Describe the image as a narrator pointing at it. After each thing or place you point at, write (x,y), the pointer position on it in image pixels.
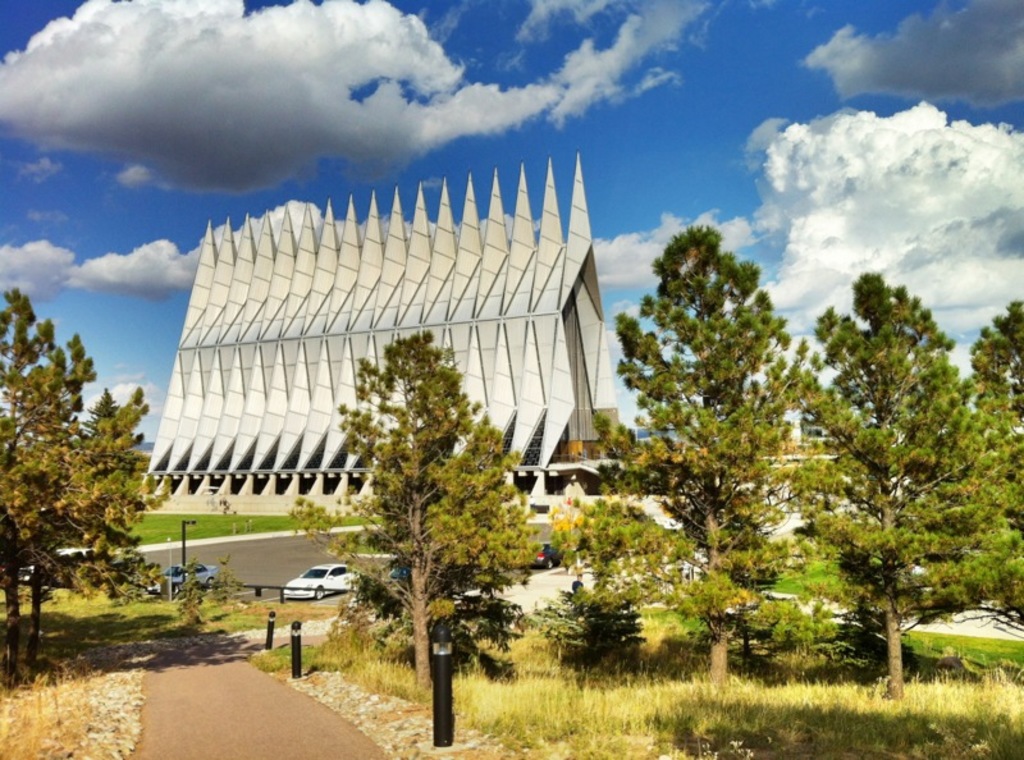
In this image I can see few trees (115,503) in green color, background I can see few vehicles (295,586), light poles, the building (275,338) is in white color and the sky (551,81) is in blue and white color.
